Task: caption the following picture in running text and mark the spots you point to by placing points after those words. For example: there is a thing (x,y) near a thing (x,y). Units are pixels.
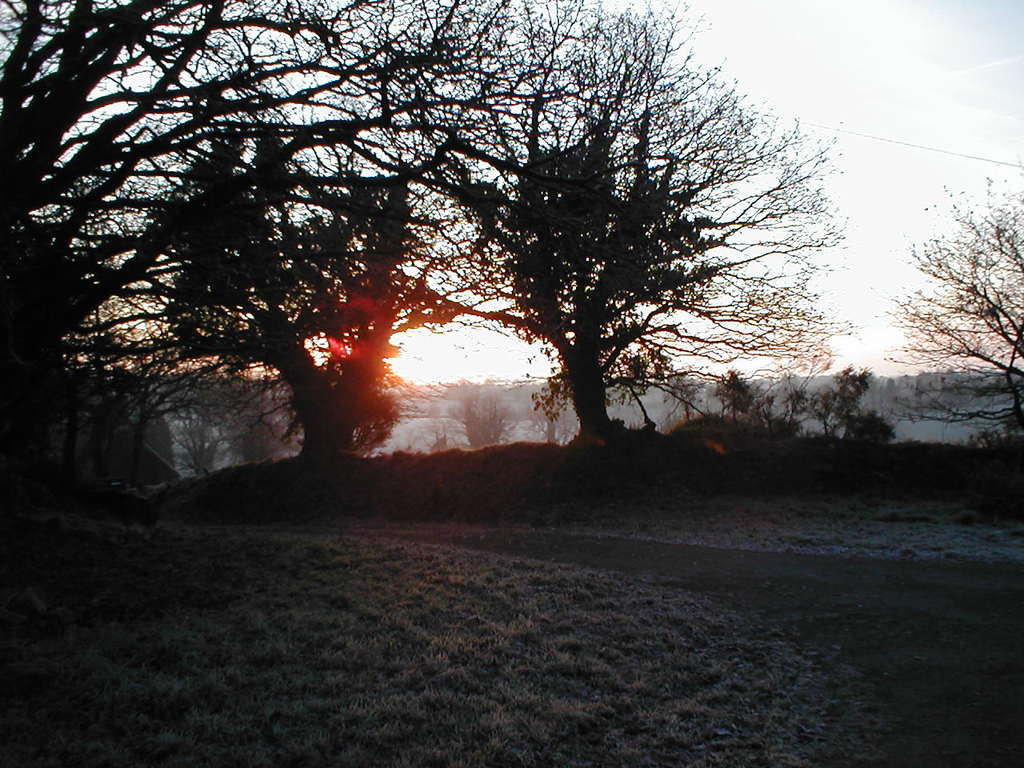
In this image there are trees (710,267) and a sunrise (400,352), on the left (229,563) there is grassland (281,662).
